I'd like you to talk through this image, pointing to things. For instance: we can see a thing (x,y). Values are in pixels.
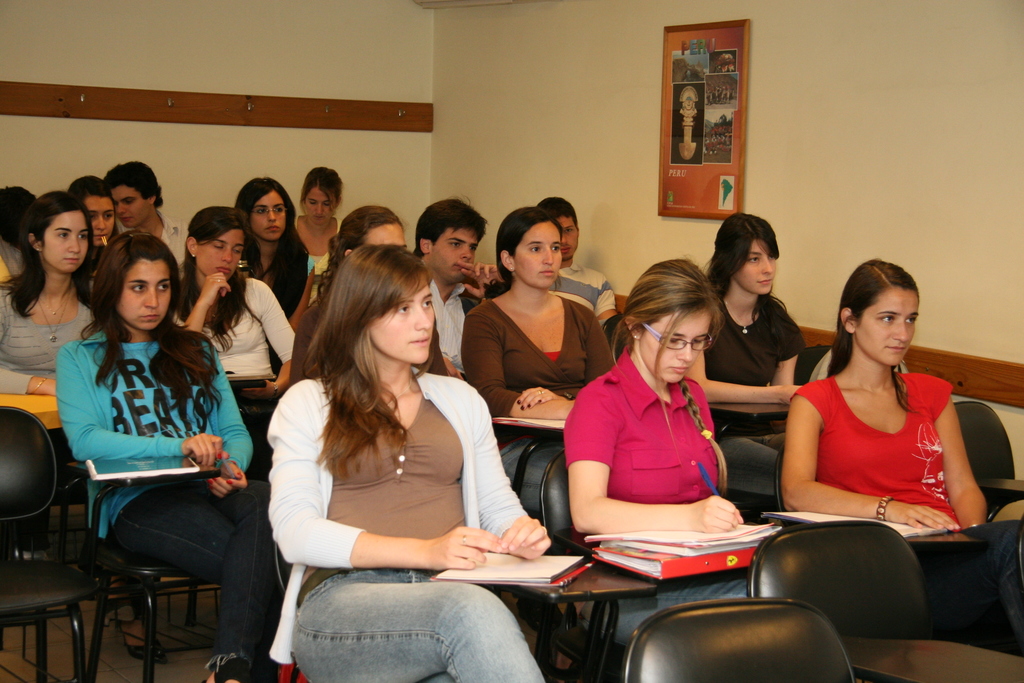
Every persons (198,259) is sitting on a chair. A poster (723,175) on wall (806,196). On this table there are books (698,555). This woman (696,515) is holding a pen (710,485).
